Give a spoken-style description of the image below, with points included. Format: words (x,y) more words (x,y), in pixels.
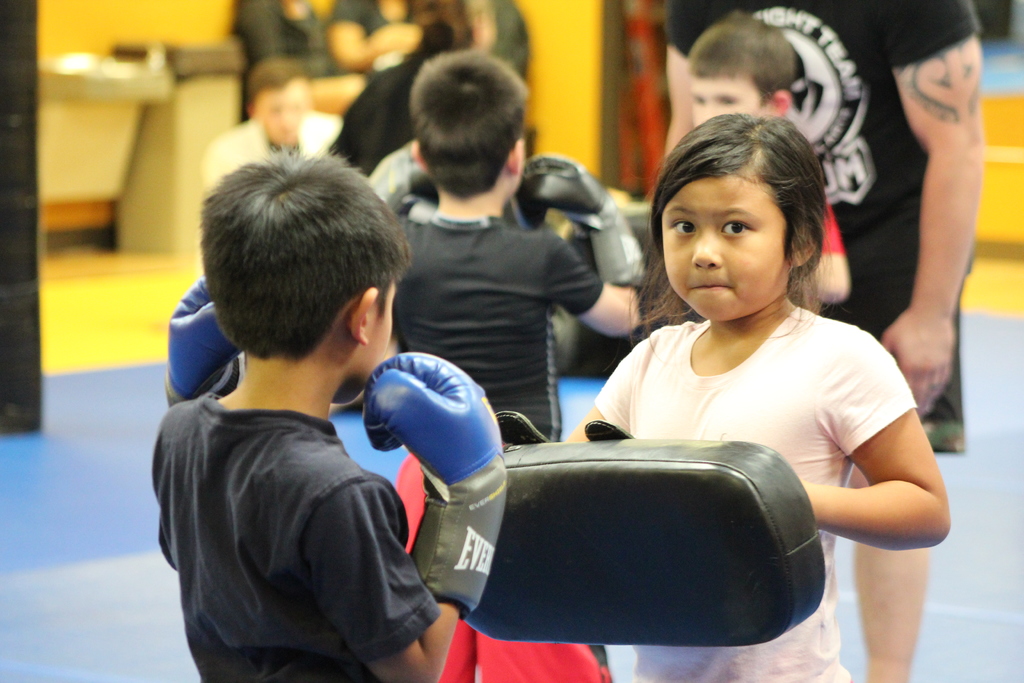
In the foreground (372,438) we can see a girl (782,314) wearing white color dress (797,401), holding some object (708,547) and standing and we can see the group of children (520,201) wearing t-shirts (468,327), gloves (413,413) and standing. In the background (854,90) we can see the group of persons (943,78) and many other objects (155,184).
